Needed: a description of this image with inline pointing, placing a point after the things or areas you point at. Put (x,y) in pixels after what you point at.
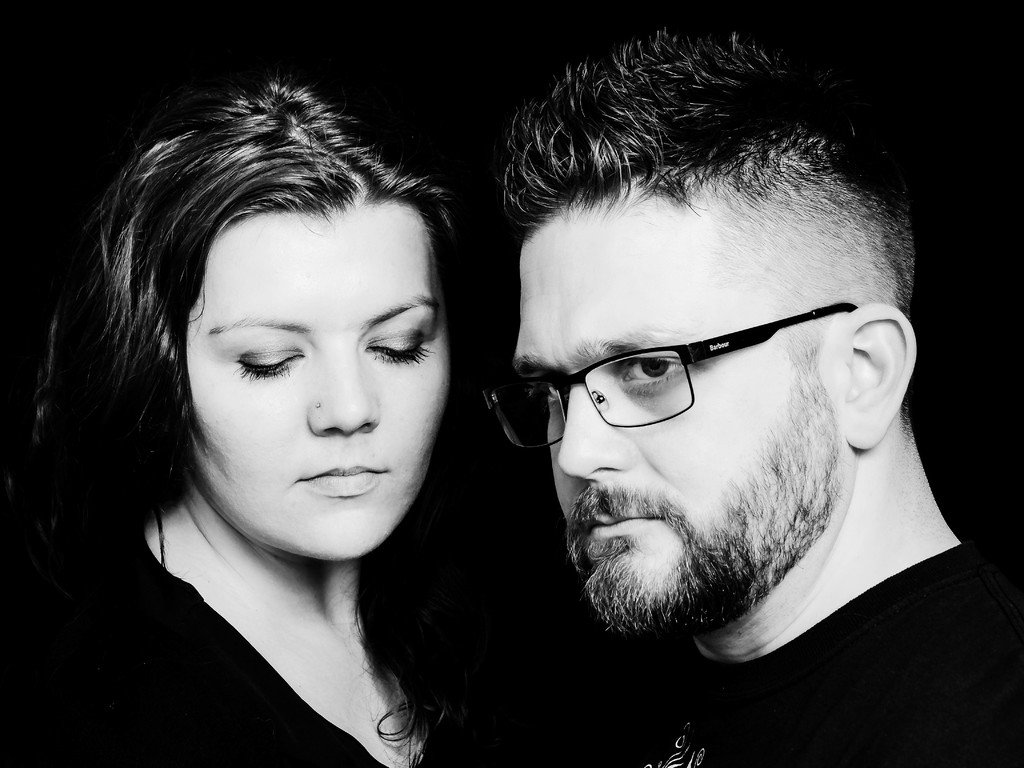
This picture consists of two persons (706,490) and both persons (804,617) wearing a black color dress (906,636) and right side person (821,392) wearing spectacle (675,382) and background (1008,351) is very dark.
